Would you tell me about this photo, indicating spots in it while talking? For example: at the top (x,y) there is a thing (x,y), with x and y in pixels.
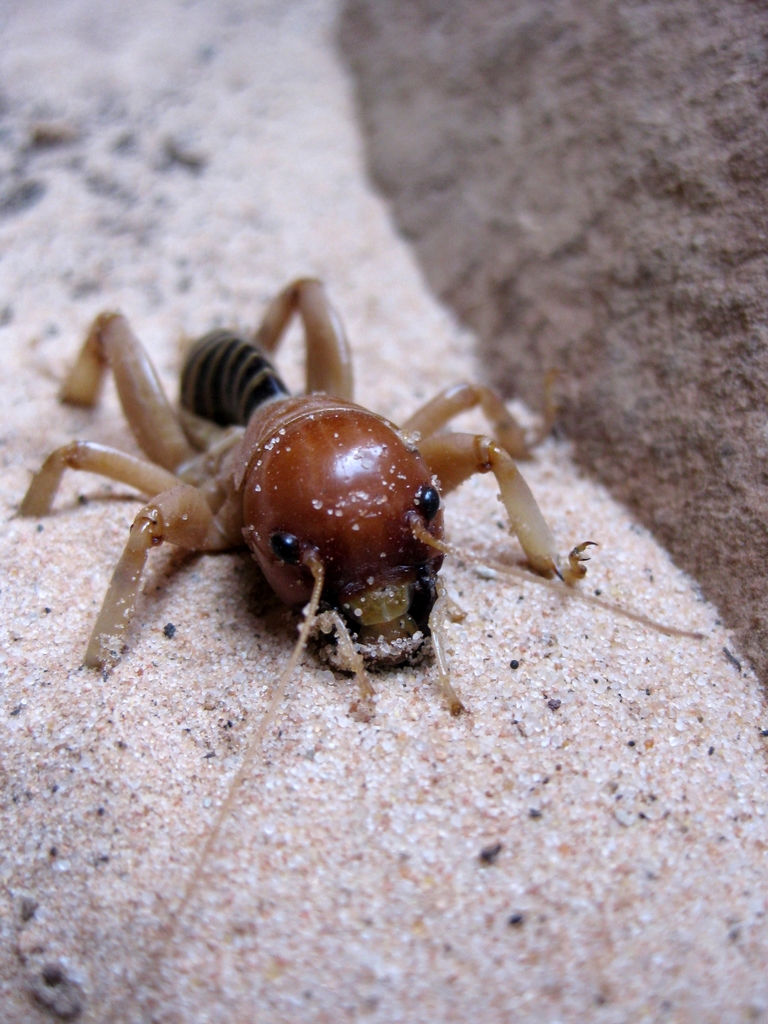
In the image we can see there is an insect (290,511) on the sand (328,802).
